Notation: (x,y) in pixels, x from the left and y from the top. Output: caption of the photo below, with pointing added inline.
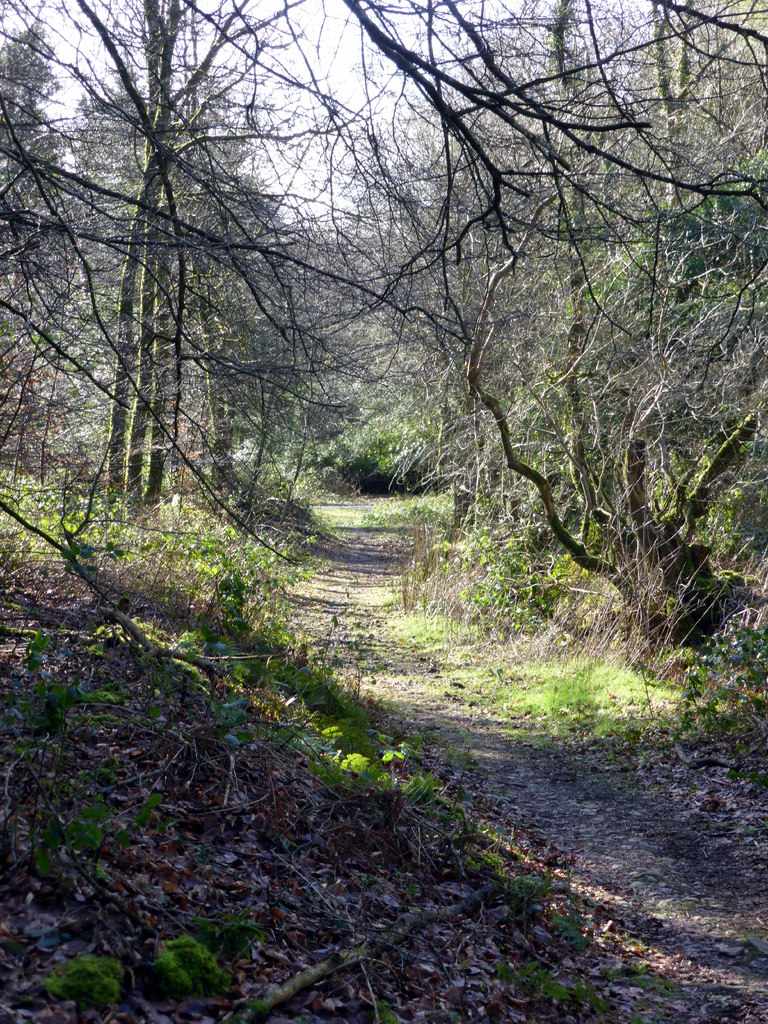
In this image there are trees (437,381) and grass (162,511) on the surface (560,758), in the middle of the image (378,548) there is a pathway (499,757).
